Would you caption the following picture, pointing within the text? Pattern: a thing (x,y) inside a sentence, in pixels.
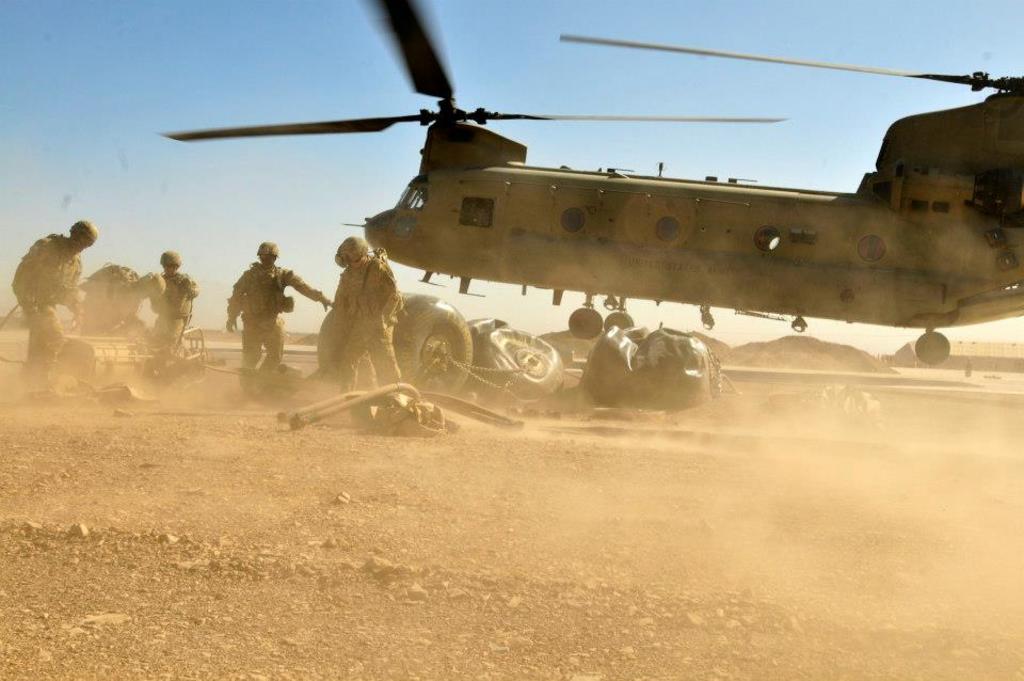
In this image there is a military helicopter (426,248) flying, there are group of people (396,355) standing, there are some items (471,345) on the ground (903,460), and in the background (984,323) there is dirt mounds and sky (964,340).
